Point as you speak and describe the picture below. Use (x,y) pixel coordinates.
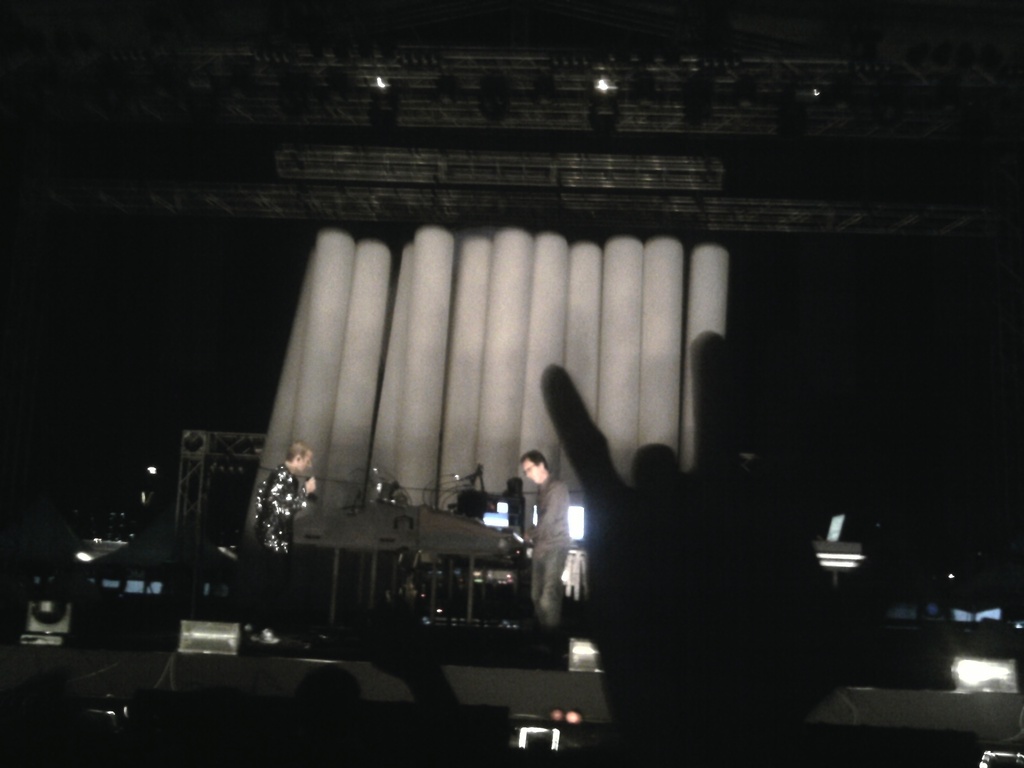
In this image, in the middle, we can see two men (561,487). In the middle of the image (382,512), we can also see a musical instrument (471,521). On the right side (762,602), we can see the hand (718,757) of a person (765,537). In the background (454,426), we can see pillars (468,361) and black color.
